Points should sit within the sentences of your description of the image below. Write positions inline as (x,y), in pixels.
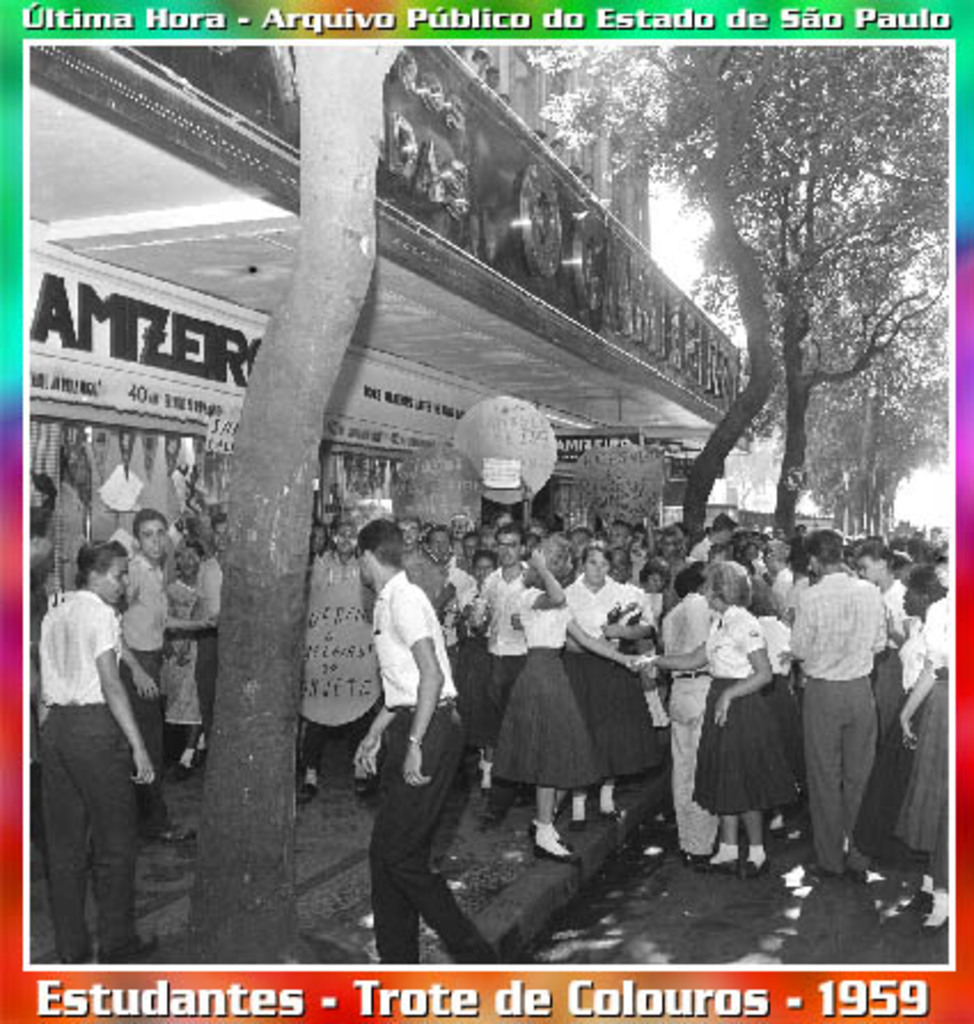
There are many people (555,593) standing and there is a store (125,425) in the left corner (68,466) and there are trees (813,354) in the background (888,394) and there is something written above and below it.
